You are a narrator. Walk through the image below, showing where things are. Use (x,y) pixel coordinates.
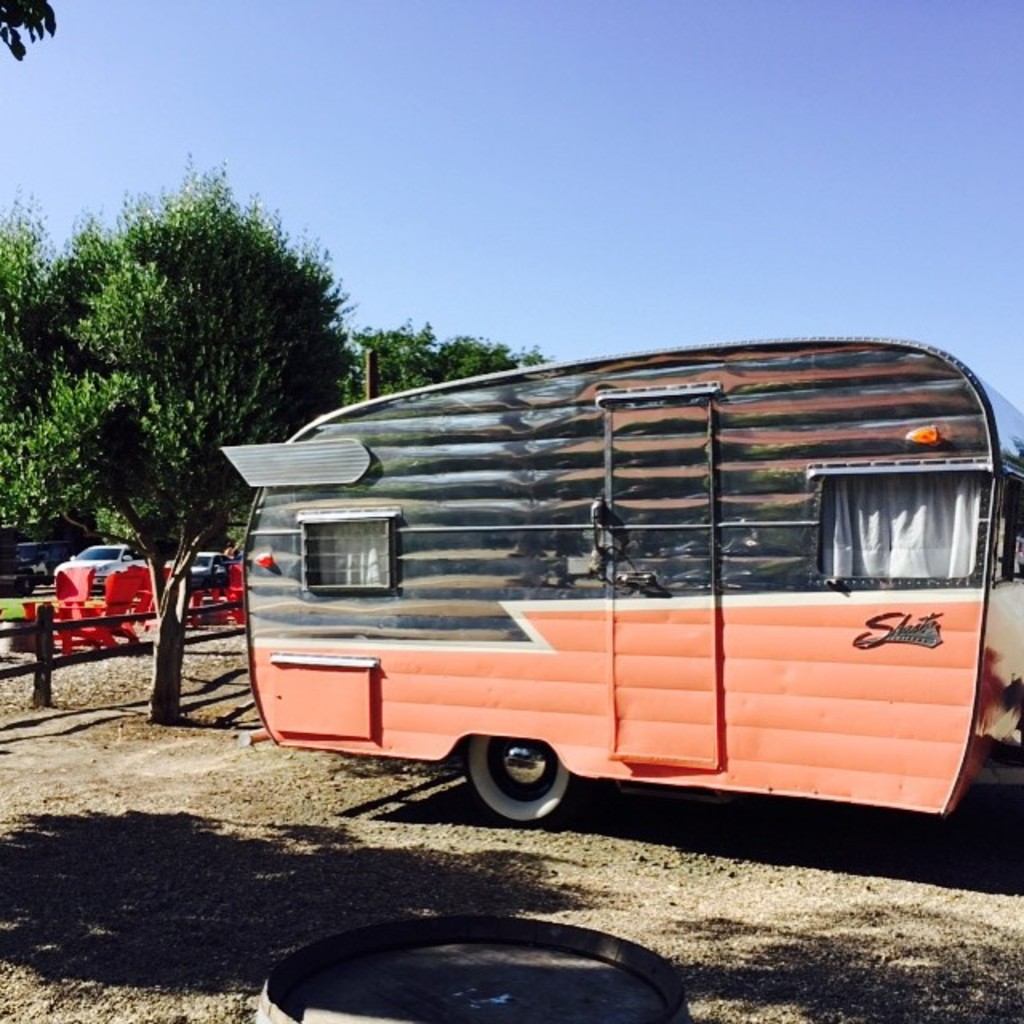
In this picture, in the middle (627,605), we can see a trailer (511,690) which is on the land (520,882). On the left side (152,684), we can also see some trees (164,587), table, chairs (57,596), cars (55,572), trees (187,528). On top (442,274) there is a sky (539,133), at the bottom (689,889) there is a land (357,881) with some stones (166,798).
